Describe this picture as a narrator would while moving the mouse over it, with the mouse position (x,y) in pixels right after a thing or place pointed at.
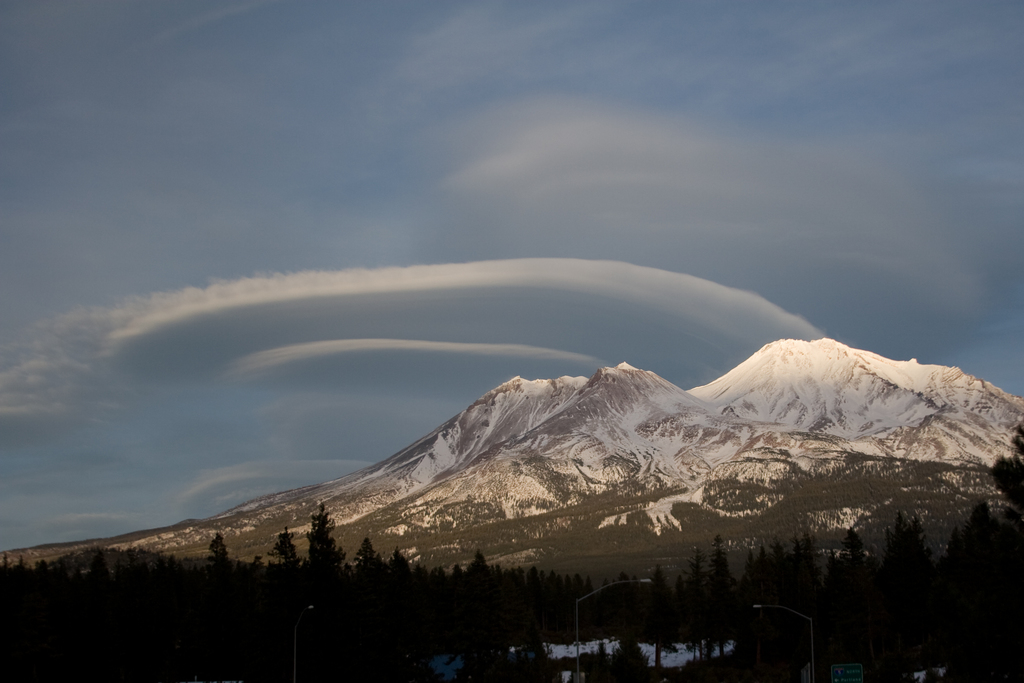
In this image we can see sky (459,258) with clouds (653,175), mountains (623,455), trees (715,592), street poles (776,608), street lights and sign board (844,667).
